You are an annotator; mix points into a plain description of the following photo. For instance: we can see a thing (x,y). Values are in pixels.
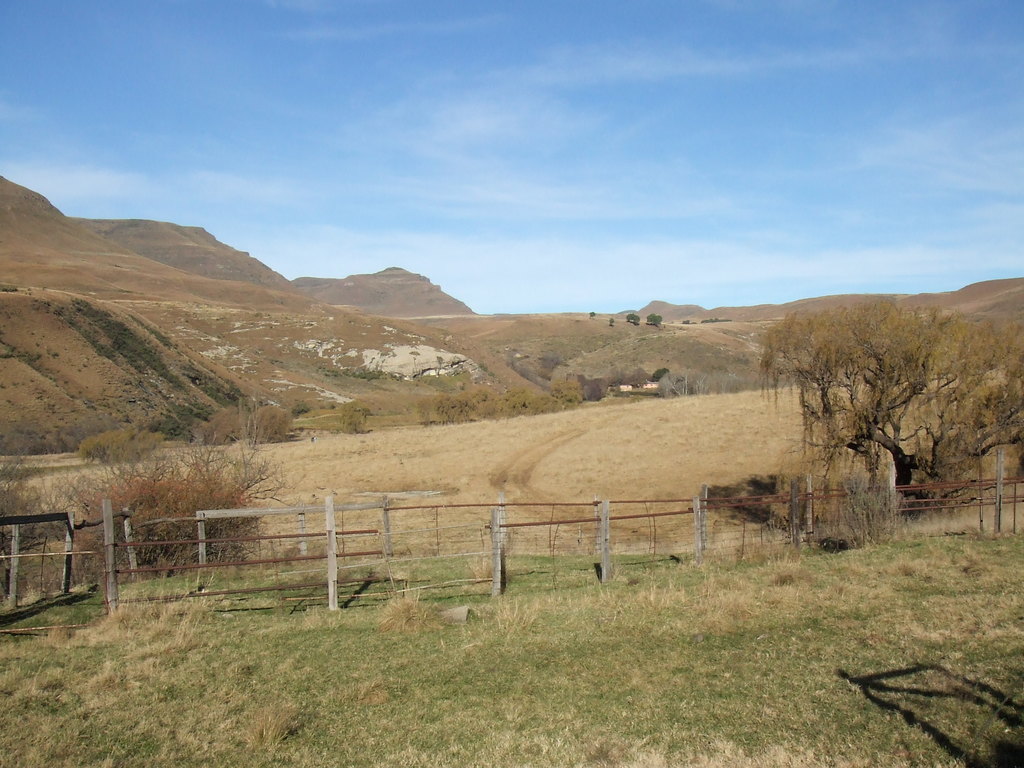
In the foreground (753,551) image we can see the grass (592,555) and wooden boundary (129,541). In the middle of the image (506,361) we can see sand (725,435), hills (413,354) and trees (918,389). On the top of the image (646,188) we can see the sky (203,190).
